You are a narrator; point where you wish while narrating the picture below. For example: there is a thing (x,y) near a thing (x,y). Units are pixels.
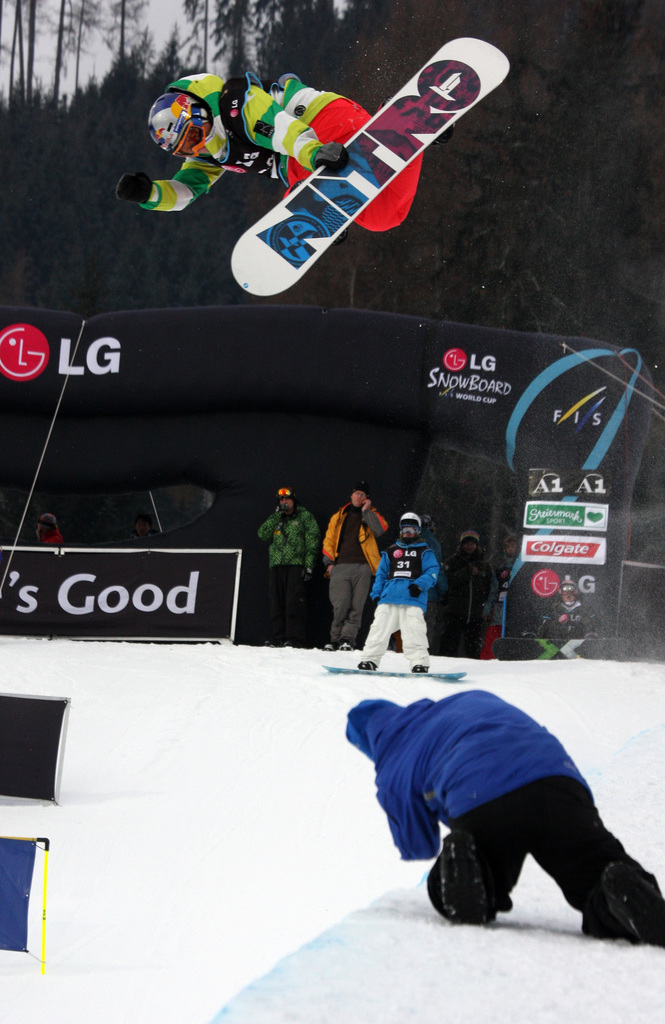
In this image we can see the people (302,101) skating. We can also see the snowboards (437,118), people (342,554), text boards (174,582) and also the roof (244,395) for shelter. We can see the people (337,536) standing. We can see the snowboards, trees (73,250) and also the sky (103,43).
